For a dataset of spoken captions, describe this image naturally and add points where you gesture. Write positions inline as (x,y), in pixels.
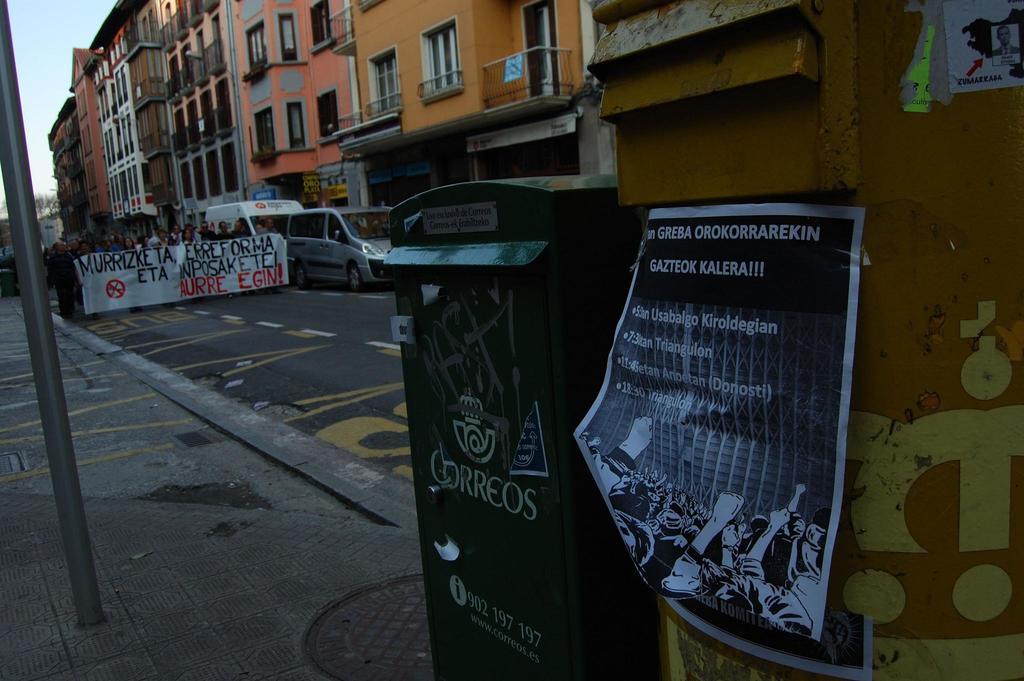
In this image we can see posters (763,273) on an object (871,295) and beside it there is a metal box (526,309). In the background (165,230) we can see few persons (112,240) are holding a banner (87,266) in their hands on the road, vehicles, buildings (221,137), windows (270,132), railings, trees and sky (80,5). On the left (38,290) we can see a pole (19,162) on the footpath (285,664).
